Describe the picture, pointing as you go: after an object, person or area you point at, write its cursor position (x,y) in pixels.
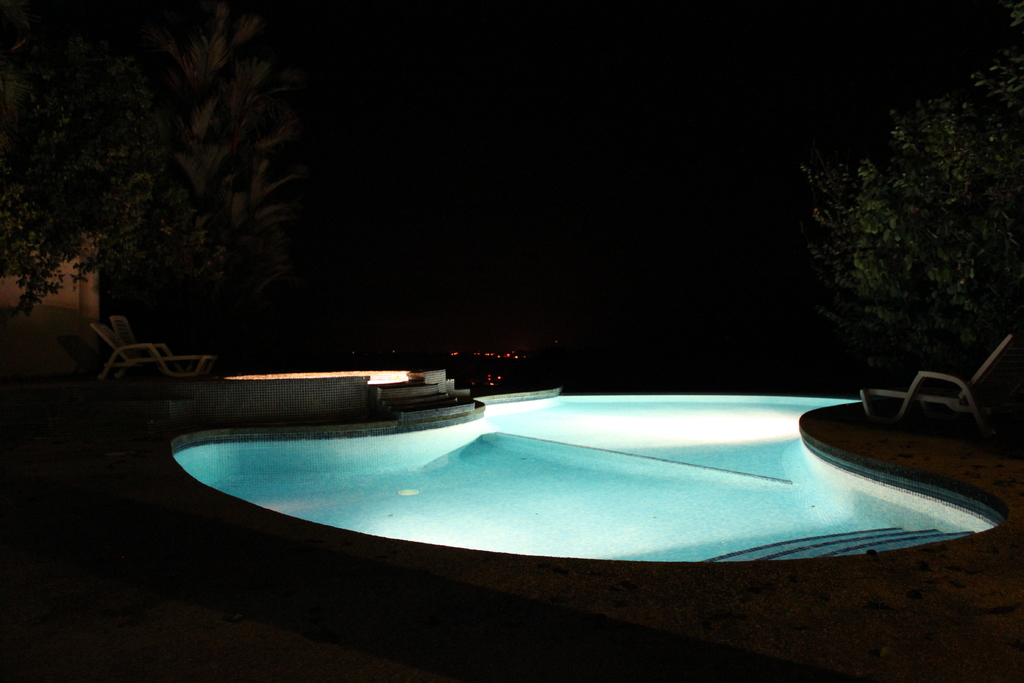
In the center of the image (599,419) we can see one swimming pool (477,512) with lights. And we can see trees (973,154), relaxing chairs (185,358), staircase (415,417) and a few other objects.
